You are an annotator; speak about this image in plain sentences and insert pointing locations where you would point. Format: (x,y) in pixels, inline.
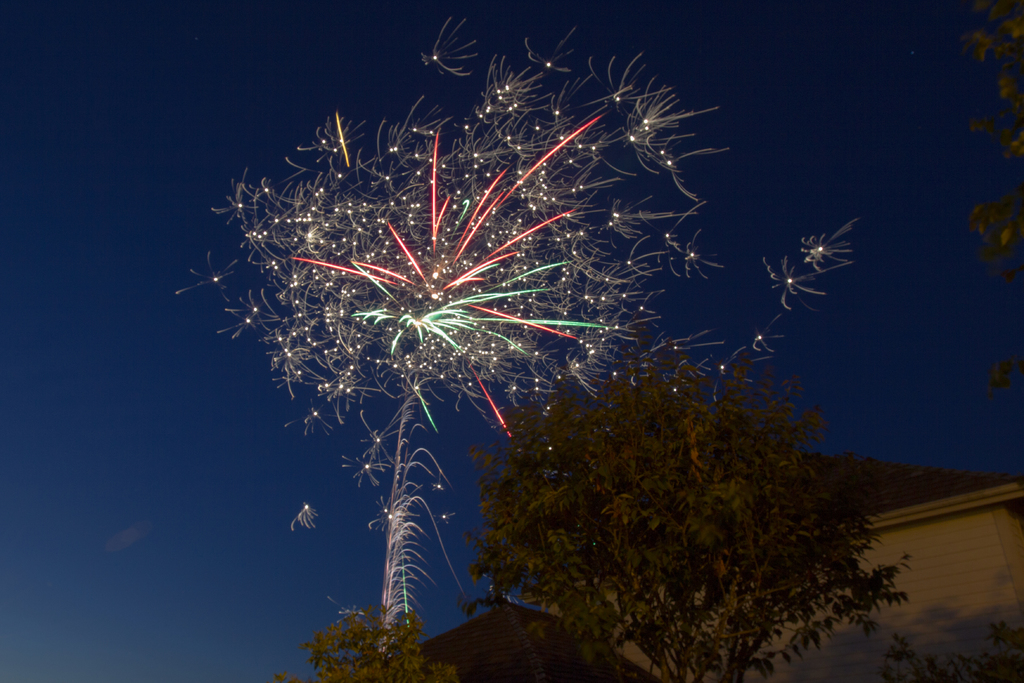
In this image there are trees (533,591) and houses (876,527), and in the top (362,146) they are sparkles (395,267) and blue sky (303,465).
